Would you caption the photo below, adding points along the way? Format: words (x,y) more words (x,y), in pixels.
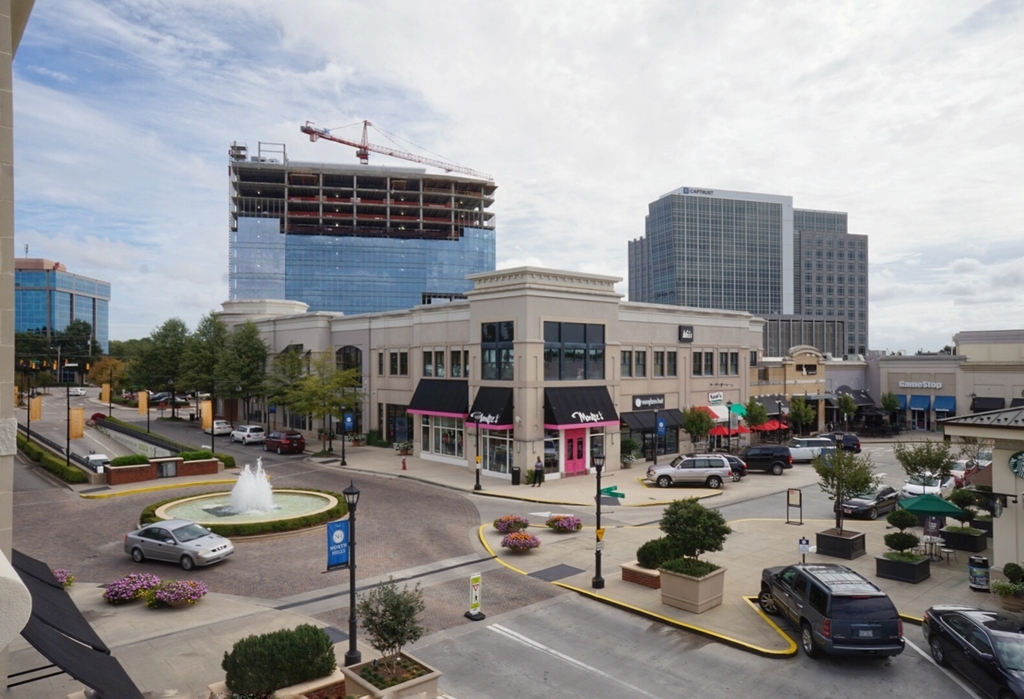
In this image we can see a few buildings (305,334) and vehicles (188,535), there are some trees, poles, lights (22,369), potted plants (501,518), boards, windows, chairs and a water fountain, in the background (783,176) we can see the sky (710,147) with clouds (721,147), also we can see an umbrella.
